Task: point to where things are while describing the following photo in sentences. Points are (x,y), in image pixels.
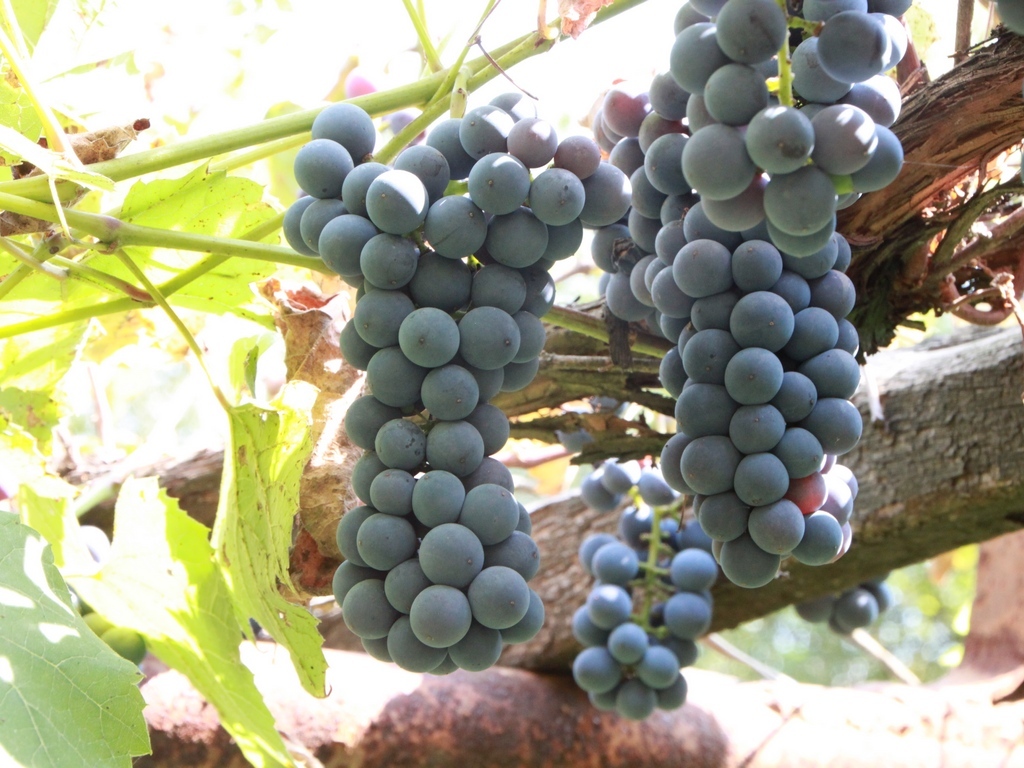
In this picture we see a bunch of grapes (415,207) on the branch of a tree (277,584) with green leaves (32,387).
